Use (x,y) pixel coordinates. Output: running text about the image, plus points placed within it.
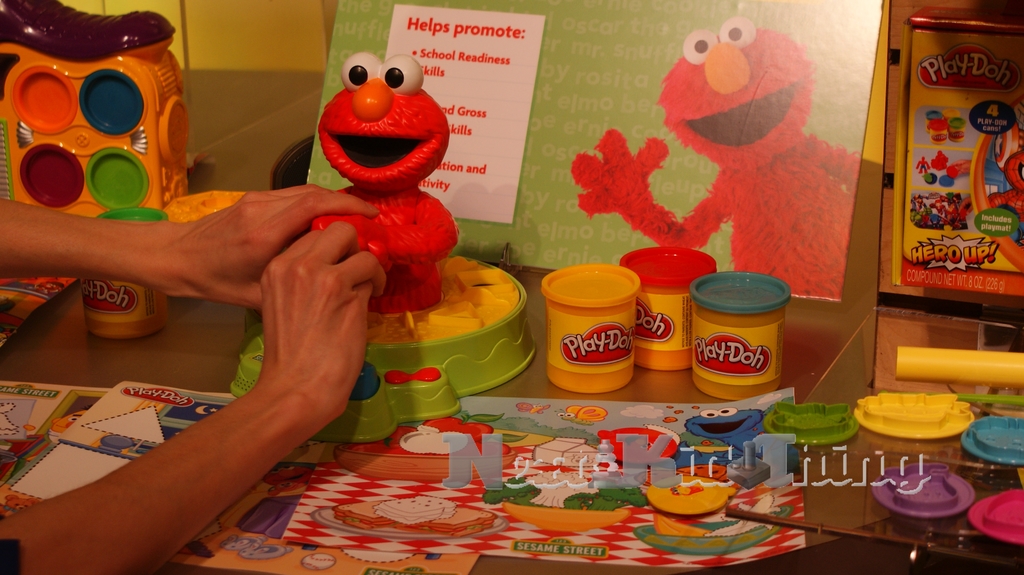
In this picture I can see there is a toy (398,233) and there is a person (296,329) holding it. There are few more toys (48,62) placed on the table (197,136) and there are few cartons (657,124) placed on the table (71,332). In the backdrop (252,31) there is a wall (267,31).
